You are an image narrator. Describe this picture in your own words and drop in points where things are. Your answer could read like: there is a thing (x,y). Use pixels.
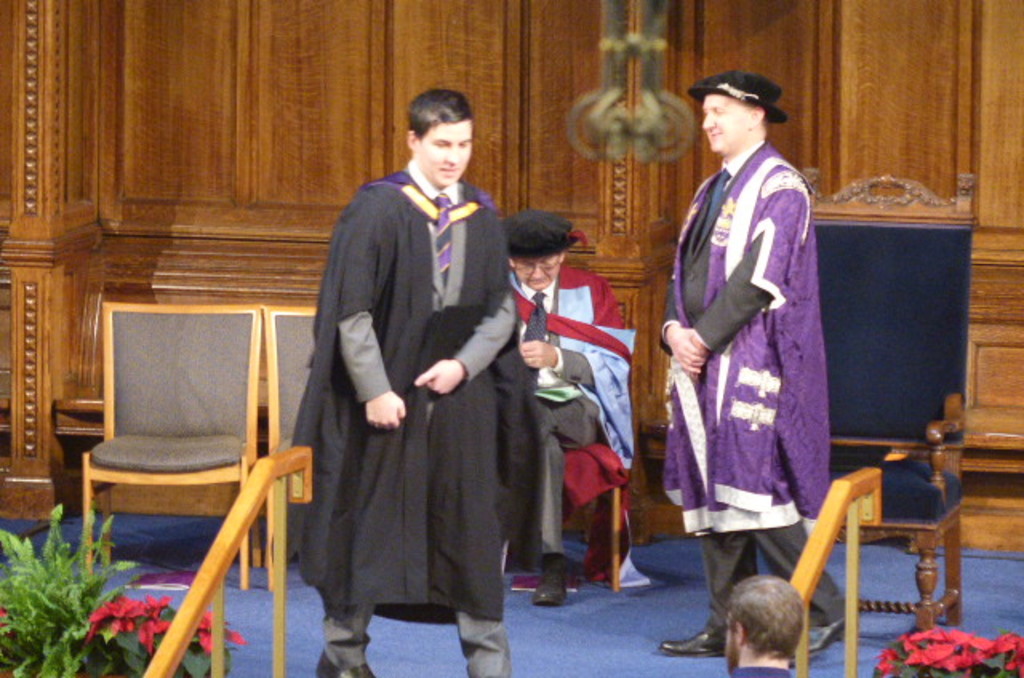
In the center (603,325) we can see three persons (765,313). Two persons (782,289) were standing and one person (609,380) sitting on the chair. And on the bottom (746,658) we can see one person (734,653) and on the left (55,651) we can see plant (96,634). Back we can see some chairs (932,350) and few more objects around them.
